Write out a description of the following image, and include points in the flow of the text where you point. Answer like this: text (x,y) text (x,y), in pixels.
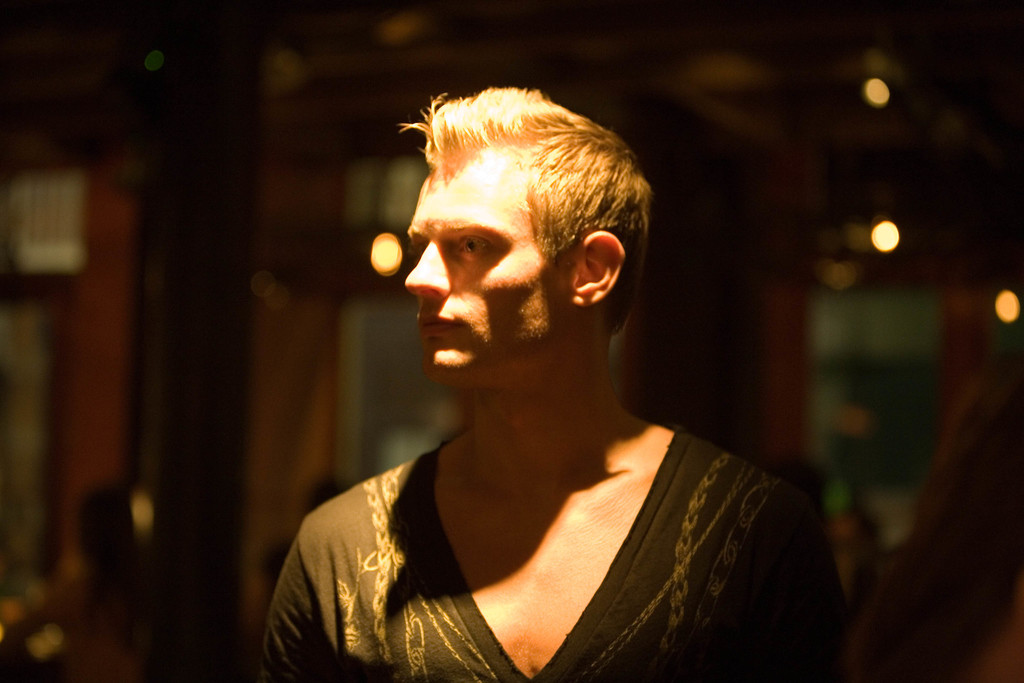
In the middle of the image (472,432) there is a man (718,561) with black dress (700,506) and there is a light (518,152) on him. Behind him there is a blur background with lights (879,233).
